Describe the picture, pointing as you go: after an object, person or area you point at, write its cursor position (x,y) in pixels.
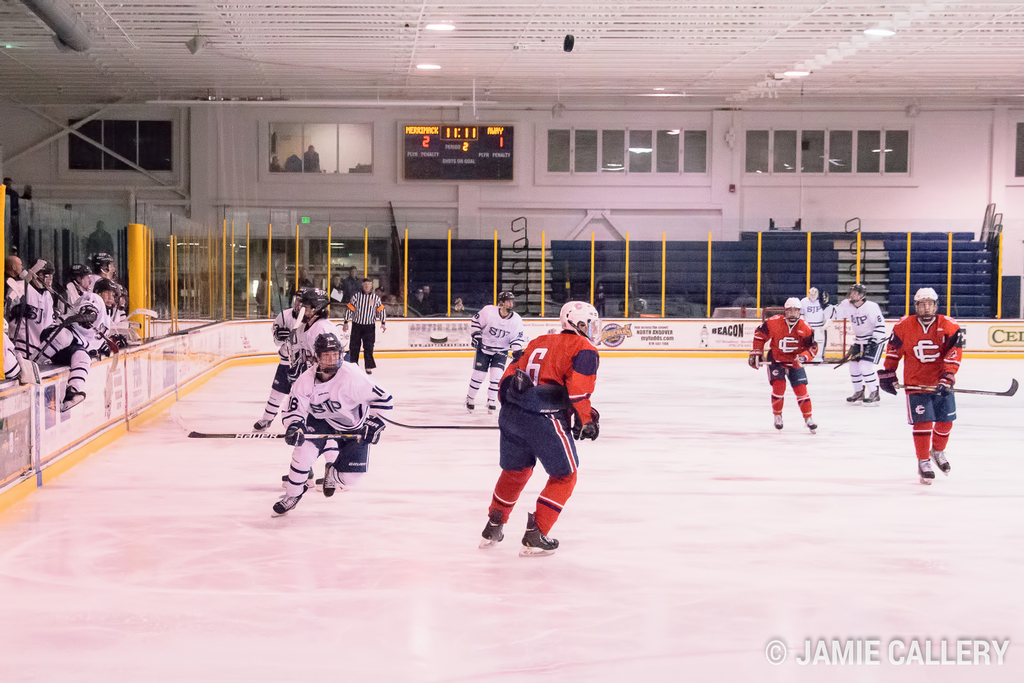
In this image in the center (543,401) there are persons (330,376) playing. On the left side (45,324) there are persons (71,341) standing and in the background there are persons (83,314) sitting and standing and there is a board (467,163) with some text (445,162) written on it. There are windows (643,139) and there is an object (590,274) which is blue in colour and there are boards (603,337) with some text (659,341) written on it and there is a wall (889,185) which is white in colour.
